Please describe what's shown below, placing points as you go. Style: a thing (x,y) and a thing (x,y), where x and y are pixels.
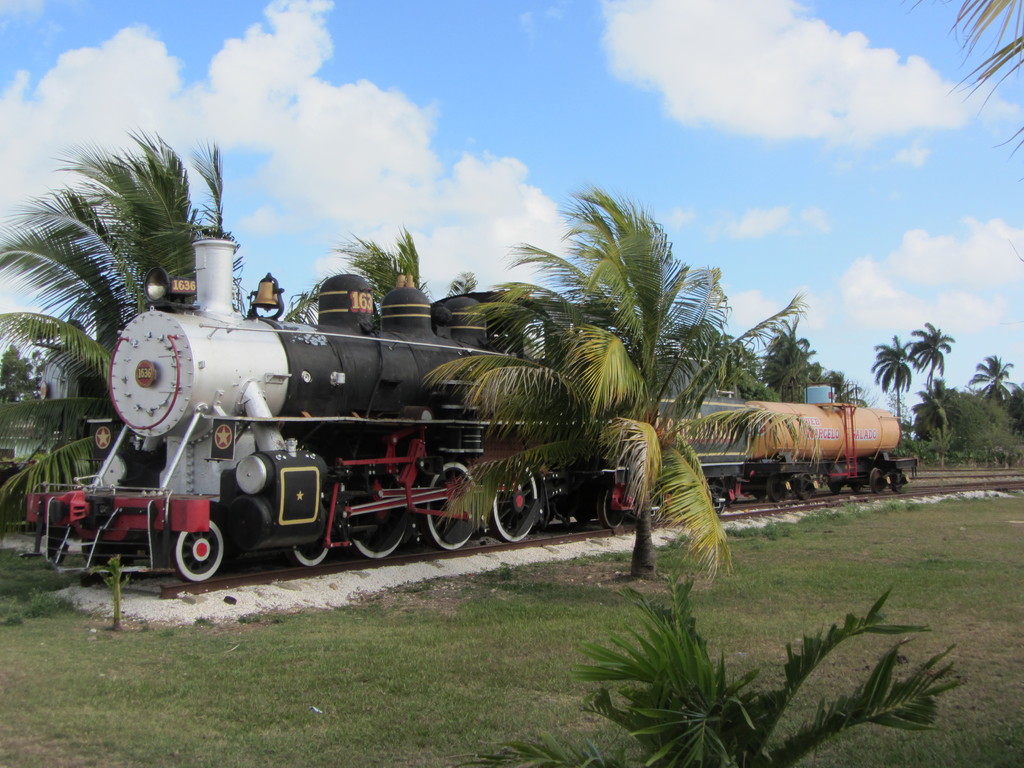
In this image in the center (643,385) there is a train (617,517) and trees (642,475), at the bottom (594,590) there is grass (939,653) and some plants (689,596) and in the background (963,405) there are trees (138,248). At the top (343,126) there is sky (462,123).
